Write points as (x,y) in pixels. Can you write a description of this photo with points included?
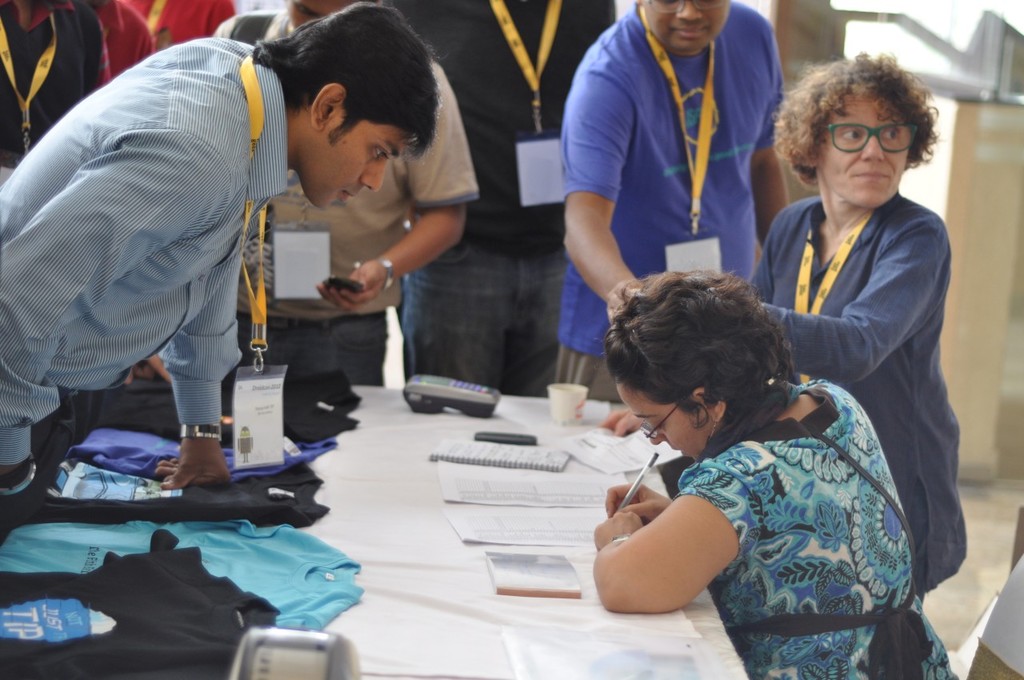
Here in this picture on the right side (699,455) we can see two women (788,417), one sitting on a chair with table (491,551) in front of them and on that table (416,589) we can see t shirts (243,572), book (438,460), papers (496,523), cups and other machines (416,403) present all over there and in front of them we can see number of people (268,279) standing with ID cards (294,272) on them, the woman (683,506) sitting in the front (604,497) is writing something on the paper (552,492) present on the table (372,587) over there.
